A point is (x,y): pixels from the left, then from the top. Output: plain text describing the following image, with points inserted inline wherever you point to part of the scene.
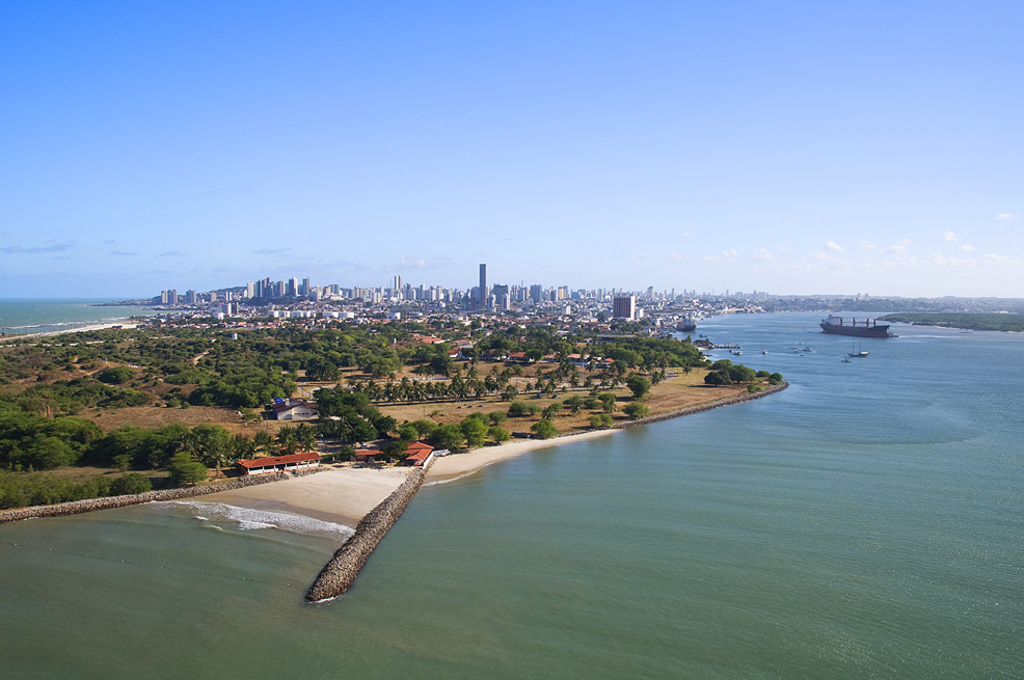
There is water (858,346). There are ships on the water (746,336). There are trees (222,351) and land (480,368). There are buildings (778,301) at the back (407,301).
